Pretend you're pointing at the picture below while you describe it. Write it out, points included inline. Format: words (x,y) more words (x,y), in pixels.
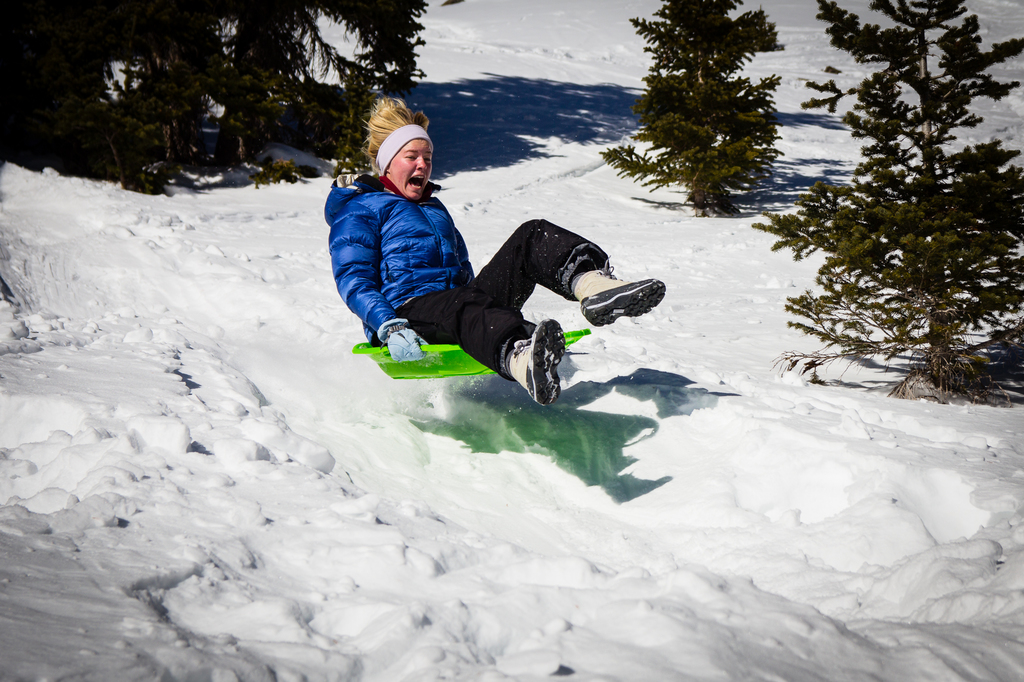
In this image I can see a person (427,256) wearing blue and black colored dress (432,268) is sitting on the green colored board (437,347) and flying in the air (411,381). I can see some snow (340,494) and few trees (864,241) which are green in color.
